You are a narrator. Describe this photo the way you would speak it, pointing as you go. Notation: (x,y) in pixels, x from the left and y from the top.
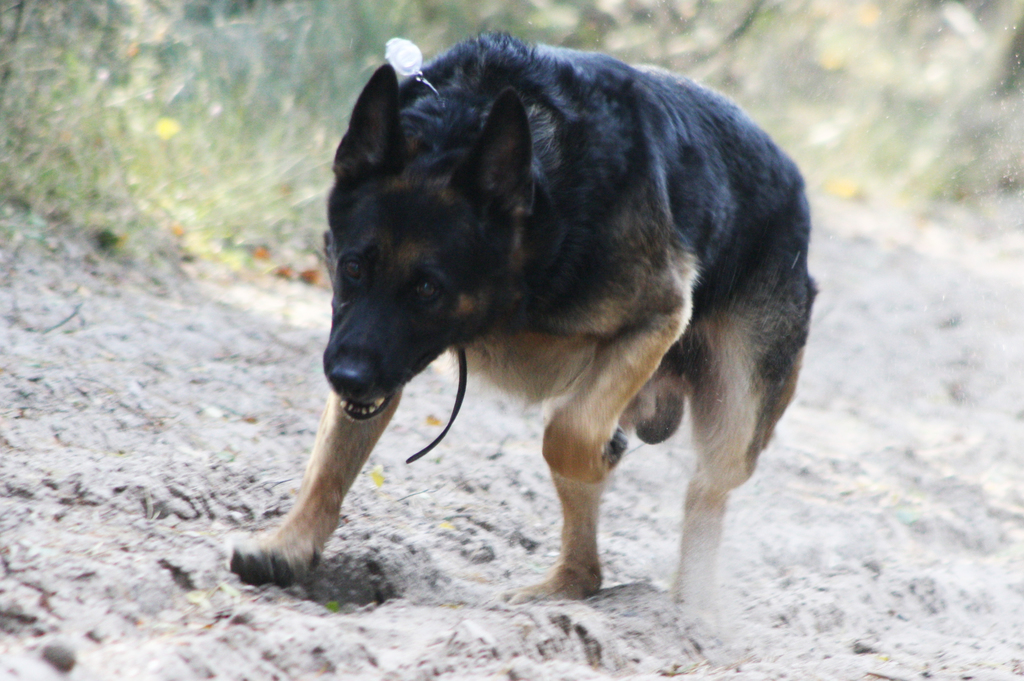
In the image we can see a dog (691,288), black and pale brown in color. Here we can see the grass (206,119) and the image is slightly blurred.
